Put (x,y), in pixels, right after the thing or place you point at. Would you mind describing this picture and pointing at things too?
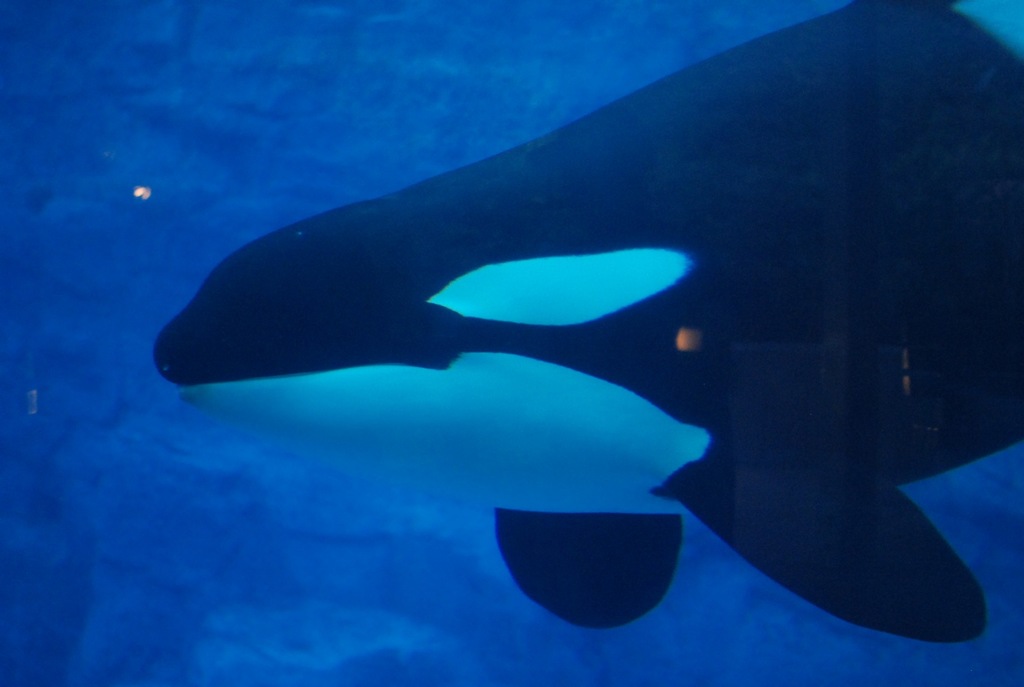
In this image, we can see an animal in the water (143,276).
